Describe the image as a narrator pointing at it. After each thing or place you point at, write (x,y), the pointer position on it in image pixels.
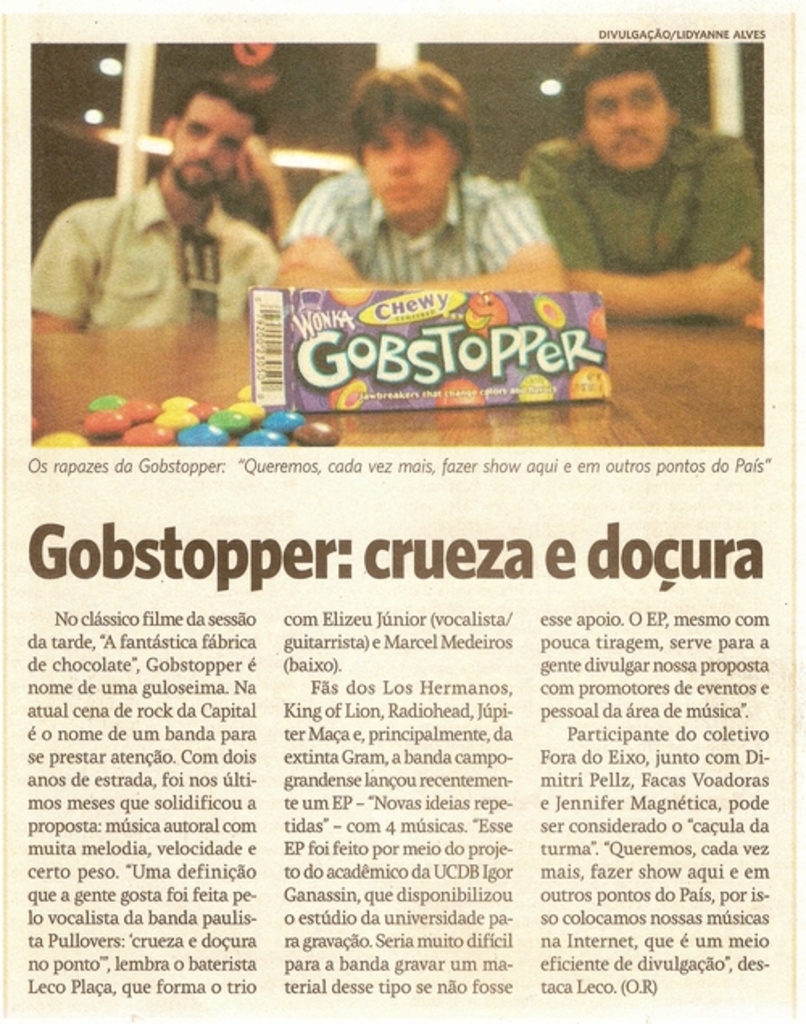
In this image there is a newspaper (350,625), there are three persons (598,185) printed in the newspaper (420,140), there is a food (524,381) on the surface (146,362), there is text (437,719) printed, there is a dark background (305,83) behind the persons (407,70).
